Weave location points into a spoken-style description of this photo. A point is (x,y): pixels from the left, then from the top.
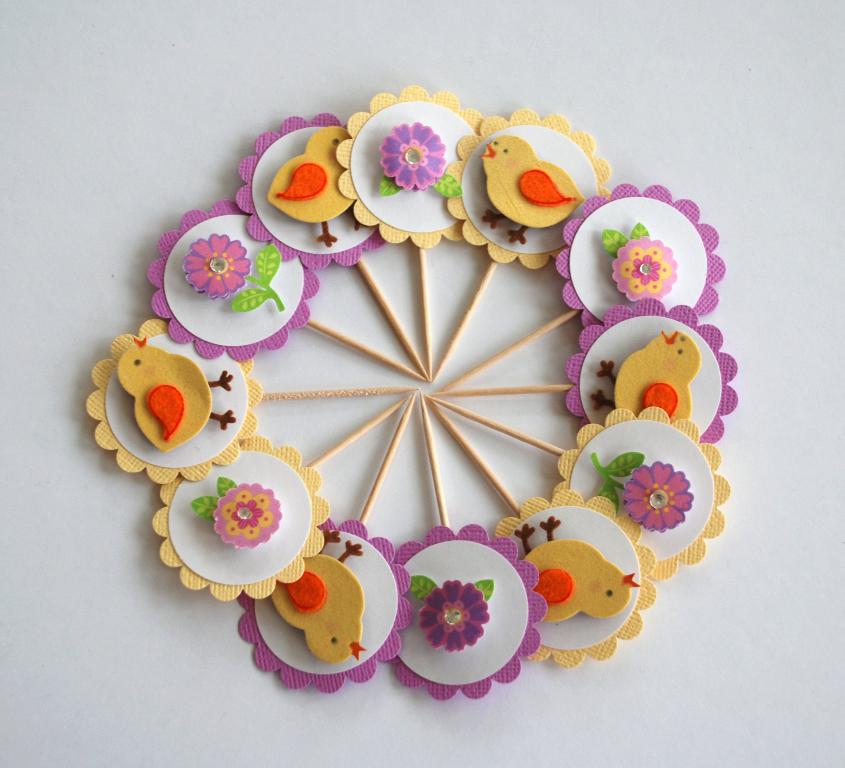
In this image there is art and craft design (320,260).
